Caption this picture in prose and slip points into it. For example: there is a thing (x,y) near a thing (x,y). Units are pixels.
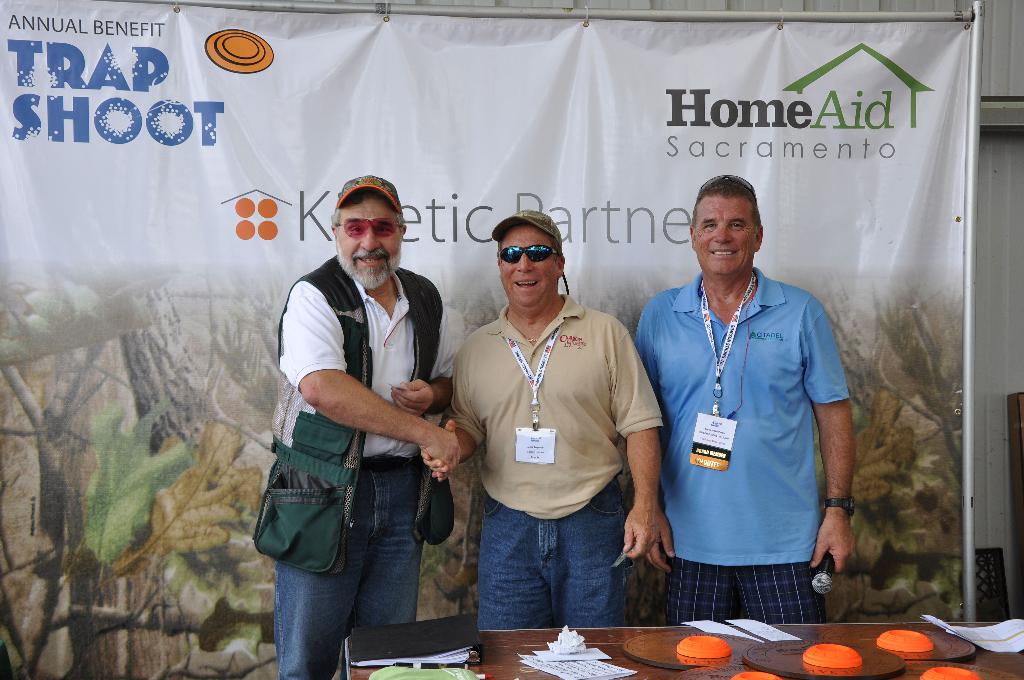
In this image there are three people (458,381) standing with a smile on their face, in front of them on the table (862,630) there are some objects (836,669), behind them there is a banner (660,267), beside the banner (917,529) there are some objects (982,564) in front of the wall (990,126).
